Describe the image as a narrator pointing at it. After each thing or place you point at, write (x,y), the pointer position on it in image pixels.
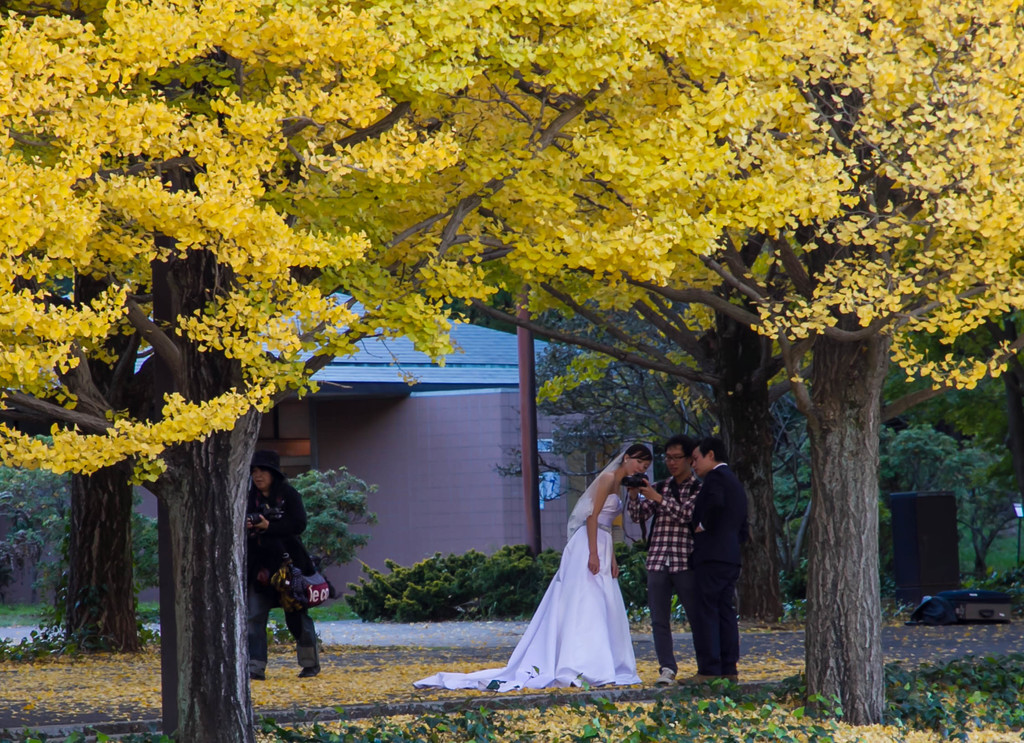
In this picture there are people (666,548) in the center of the image (659,474) and there is another lady (271,503) on the left side of the image (276,476) and there are trees (185,393) and a house (490,383) in the background area of the image (490,383).
